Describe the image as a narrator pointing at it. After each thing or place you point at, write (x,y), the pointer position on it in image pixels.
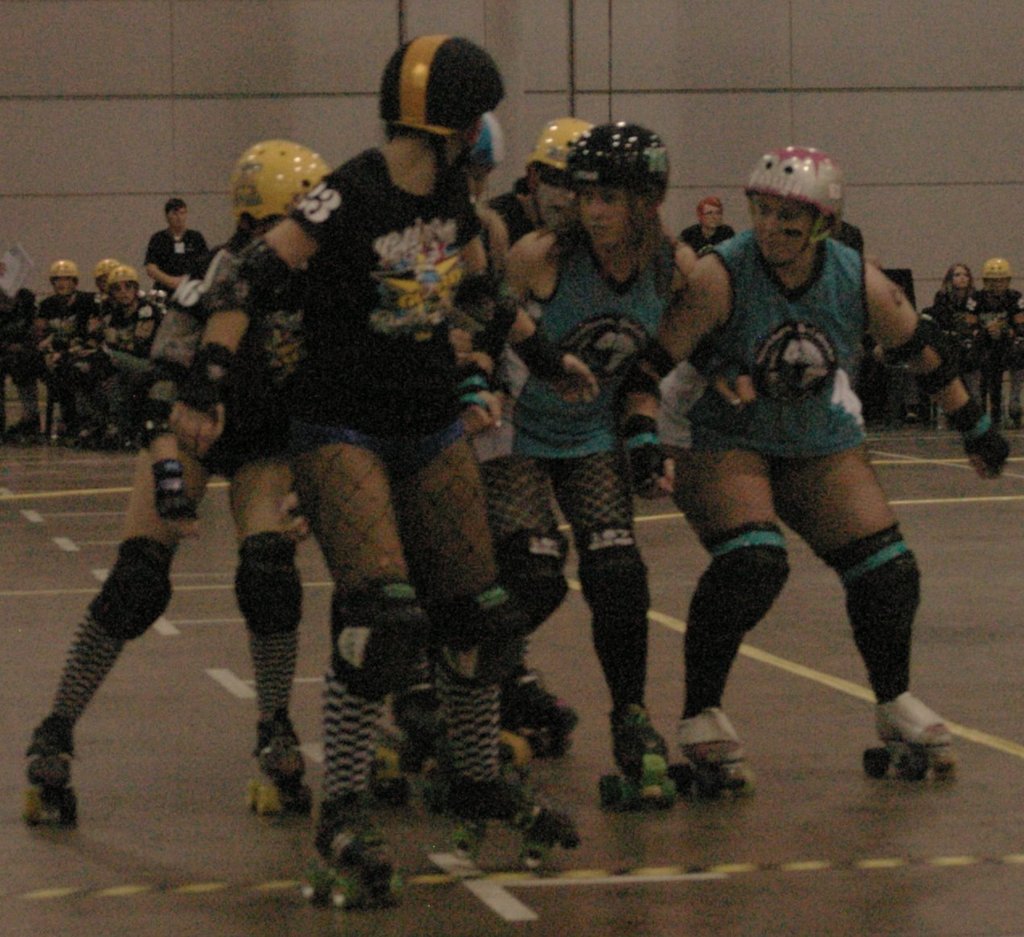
In the foreground of the picture (451,311) we can see a group of women (846,425), skating. In the middle of the picture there are people (959,331), chairs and other objects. In the background (376,55) it is looking like a wall (811,92).
